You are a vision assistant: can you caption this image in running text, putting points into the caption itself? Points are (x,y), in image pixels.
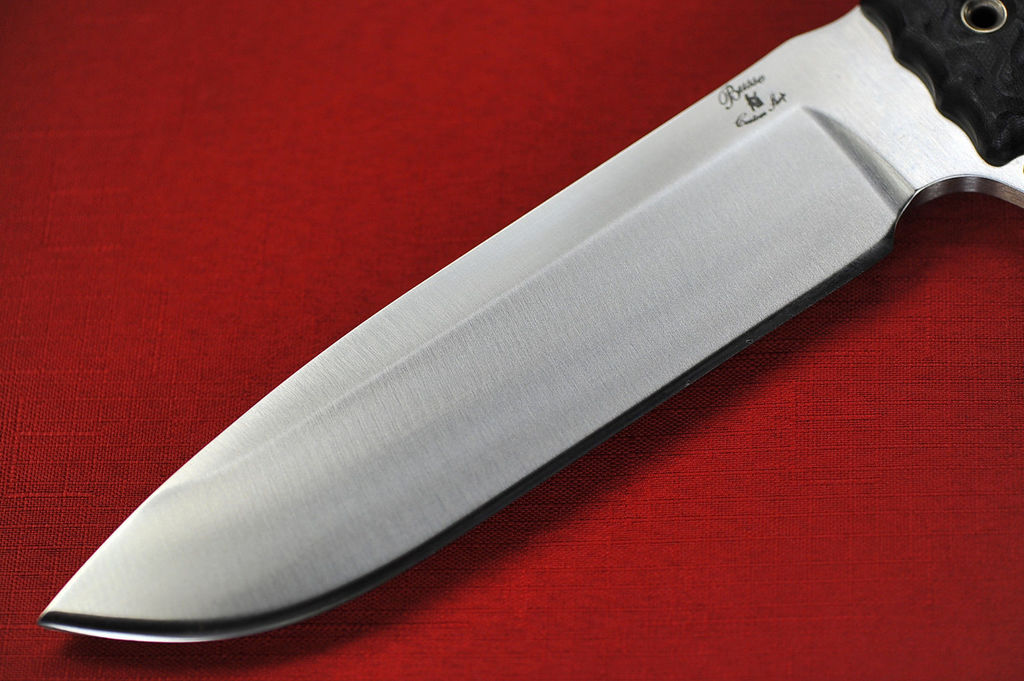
In this image, we can see a knife (656,322) and holder (968,101). On the knife (593,351), we can see some text (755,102) and symbol (762,102). This knife (679,325) is placed on the red surface (54,283).
